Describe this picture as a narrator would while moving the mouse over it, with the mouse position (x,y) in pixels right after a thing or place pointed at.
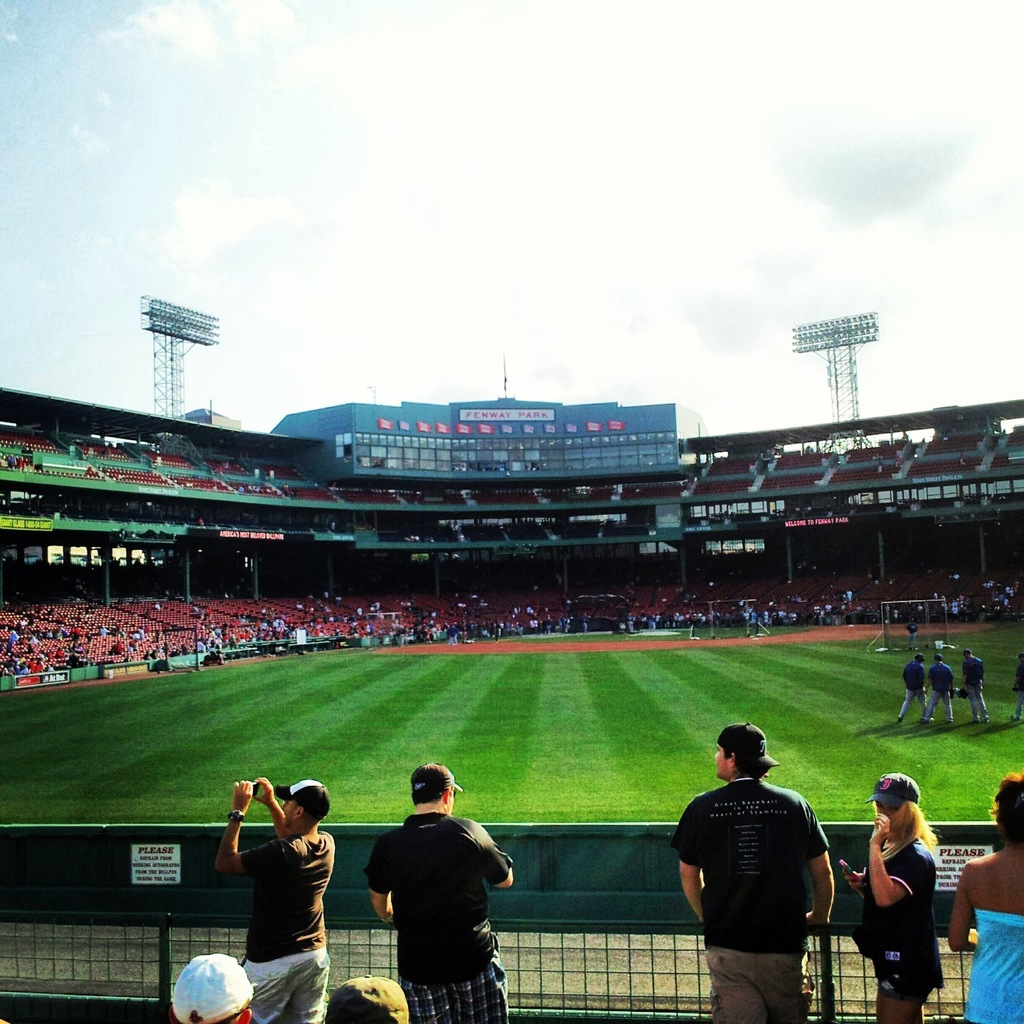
At the bottom of the image (264,924) there are few people (436,940) standing and there are caps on their heads (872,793). There is a man (315,833) holding an object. In front of them there is a fencing (550,862) with papers (951,849). Inside the stadium (436,710) on the ground (822,702) there are few people (982,676) standing. There are few people (327,611) sitting on the chairs (168,618) and also there are poles (105,588), posters (284,536), roofs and also there are railings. There are flood lights (168,325). At the top of the image (472,291) there is sky (518,118).
